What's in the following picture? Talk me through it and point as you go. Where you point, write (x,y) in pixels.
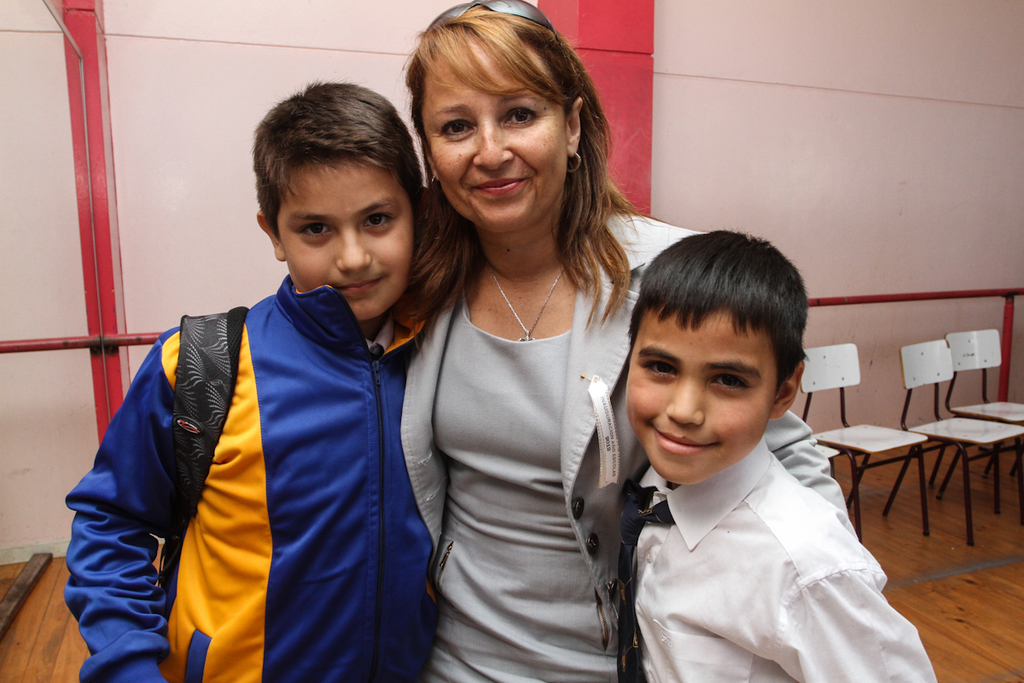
In this picture, we see the woman (536,378) and the two children (344,511) are standing. The boy (659,439) on the right side (693,504) is in the uniform (627,593). Behind them, we see the white chairs (848,382). In the background (697,179), we see the red pillar (615,120) and a white wall (694,166). At the bottom (966,568), we see the wooden floor (955,597). On the left side (72,327), we see the mirror (43,399).
